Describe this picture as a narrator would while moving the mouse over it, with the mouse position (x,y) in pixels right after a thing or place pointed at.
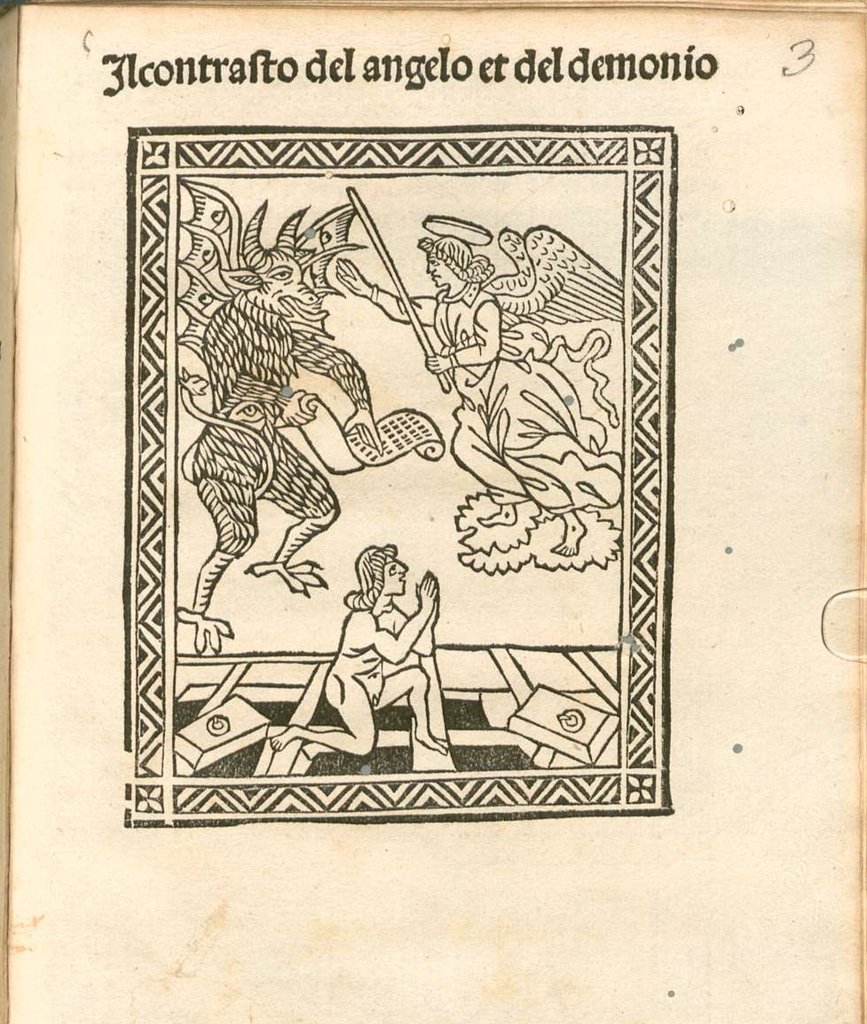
In this image, there is box (370,323) contains an art (303,360) and some text (581,71).
